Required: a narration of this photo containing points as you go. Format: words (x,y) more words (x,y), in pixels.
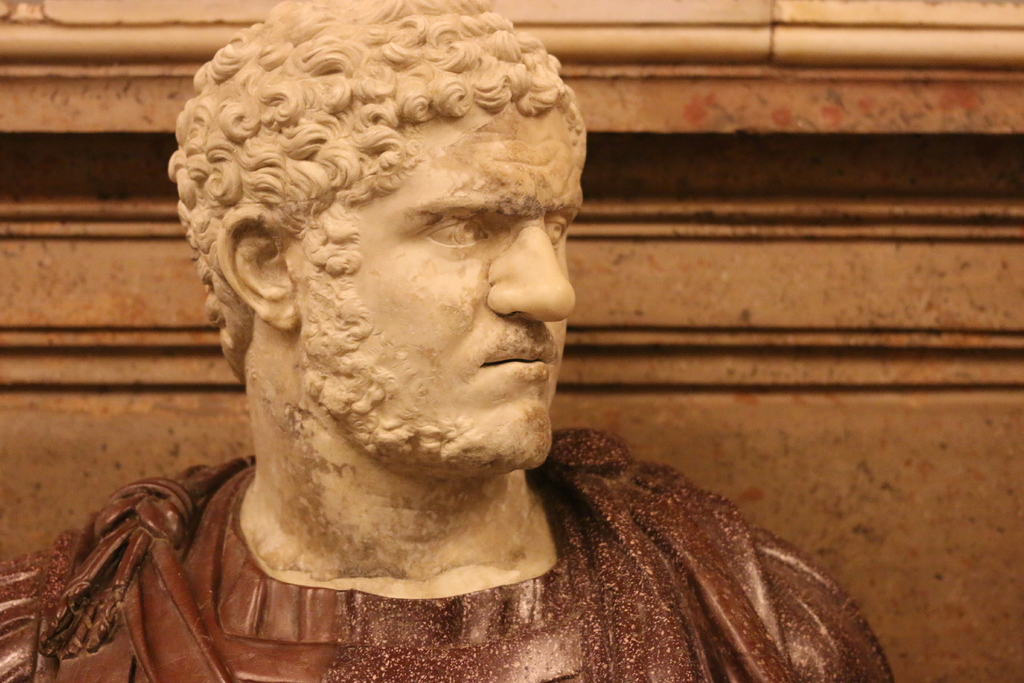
There is a statue (275,174) of a person (696,621). In the background (902,512), there is a wall (74,420).
